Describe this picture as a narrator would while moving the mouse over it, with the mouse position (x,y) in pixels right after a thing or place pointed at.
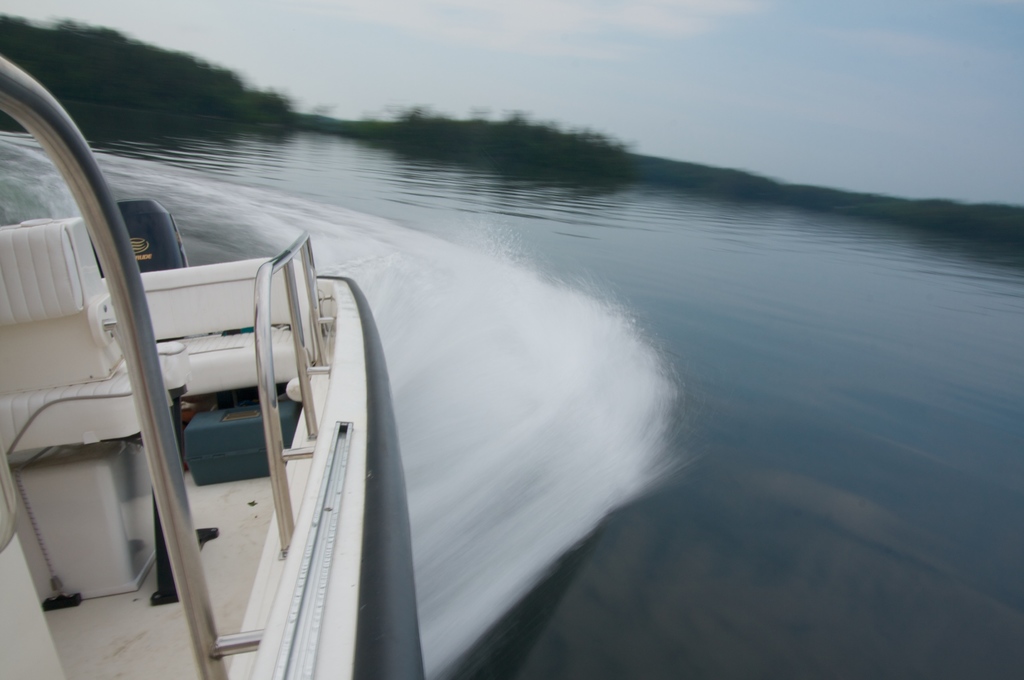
In the picture we can see a part of the boat (255,534) with white color seats (37,429) and steel railing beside it and behind the boat (73,652) we can see white tides (478,367) in the water (637,658) and far away from it we can see some trees (465,139) and sky (765,113).
